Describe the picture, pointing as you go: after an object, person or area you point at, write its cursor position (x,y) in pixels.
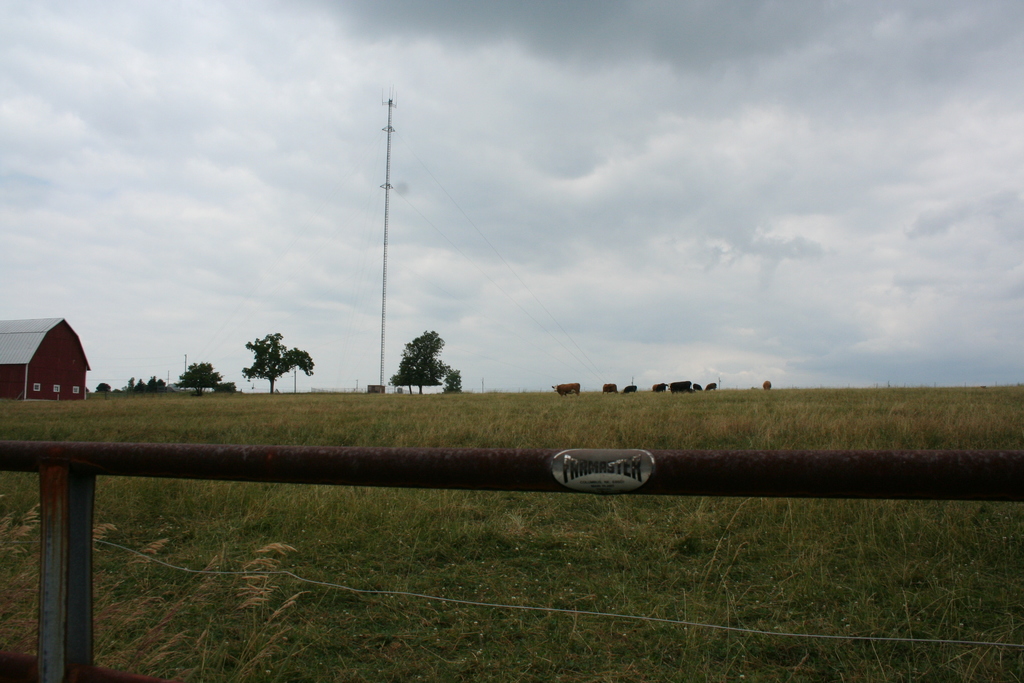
In this image we can see iron rod (342,476) with a pole (63,553). On the ground (342,591) there is grass (286,412). On the left side (67,348) there is a shed (44,357). In the back (429,366) there are trees (415,376) and animals (712,388). Also there is an electric pole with wires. In the background (696,74) there is sky (485,167) with clouds (297,236).
